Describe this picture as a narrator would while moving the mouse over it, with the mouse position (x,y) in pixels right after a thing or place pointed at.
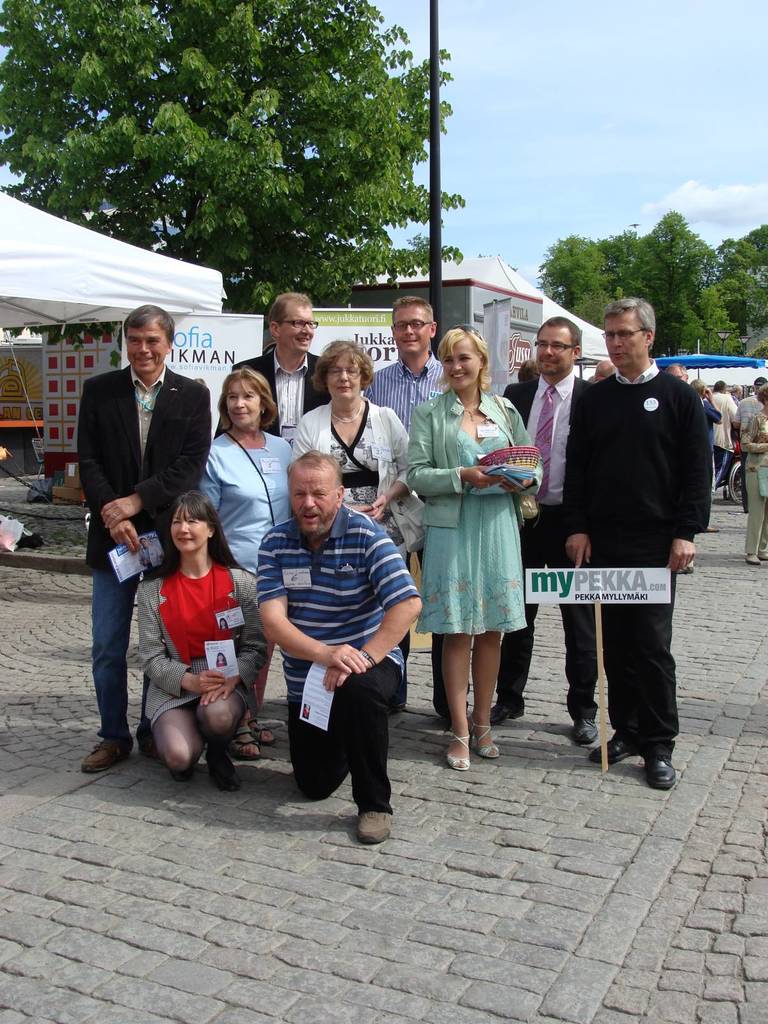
In the picture I can see people (345,554) among them the people (343,587) in the front (319,618) are standing and some of them are kneeling down the ground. These people (224,615) are holding some objects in hands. In the background (308,293) I can see trees (340,291), the sky (533,210), a pole (437,351), banners (376,324) and other objects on the ground (42,531).
